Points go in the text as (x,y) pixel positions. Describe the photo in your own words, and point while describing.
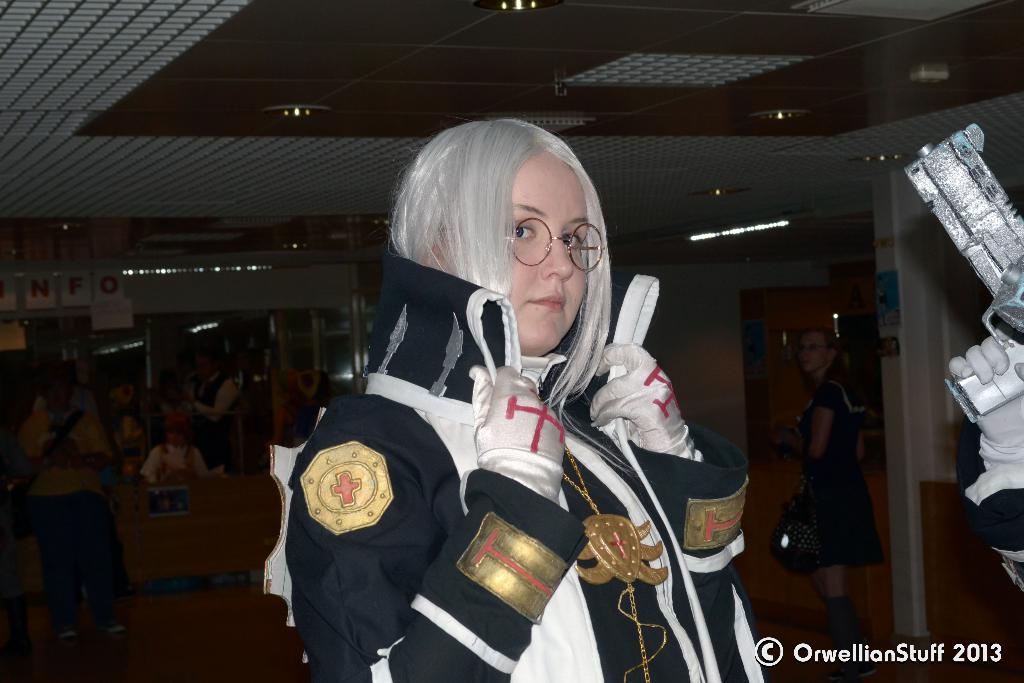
In this image there is a woman (467,516) standing in the center (520,443). In the background (197,371) there are persons (842,405) and there is a wall (689,351) which is white in colour and there is some text (84,292) written on the top left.
